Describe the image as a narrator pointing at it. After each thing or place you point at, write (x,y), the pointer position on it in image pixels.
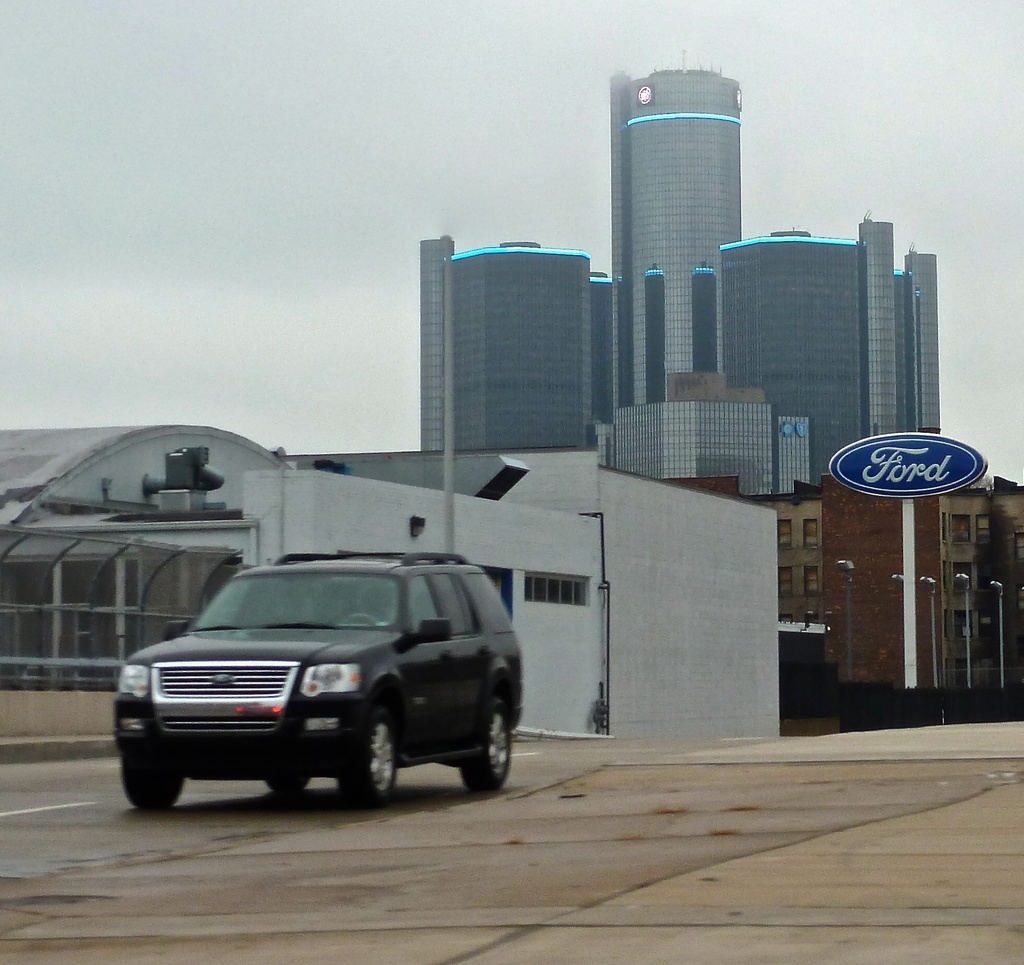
In this image I can see the sky (228,235) and the building (639,344), in front of the building (646,363) I can see a vehicle (345,769) and I can see poles (999,620) on the right side (967,642).
